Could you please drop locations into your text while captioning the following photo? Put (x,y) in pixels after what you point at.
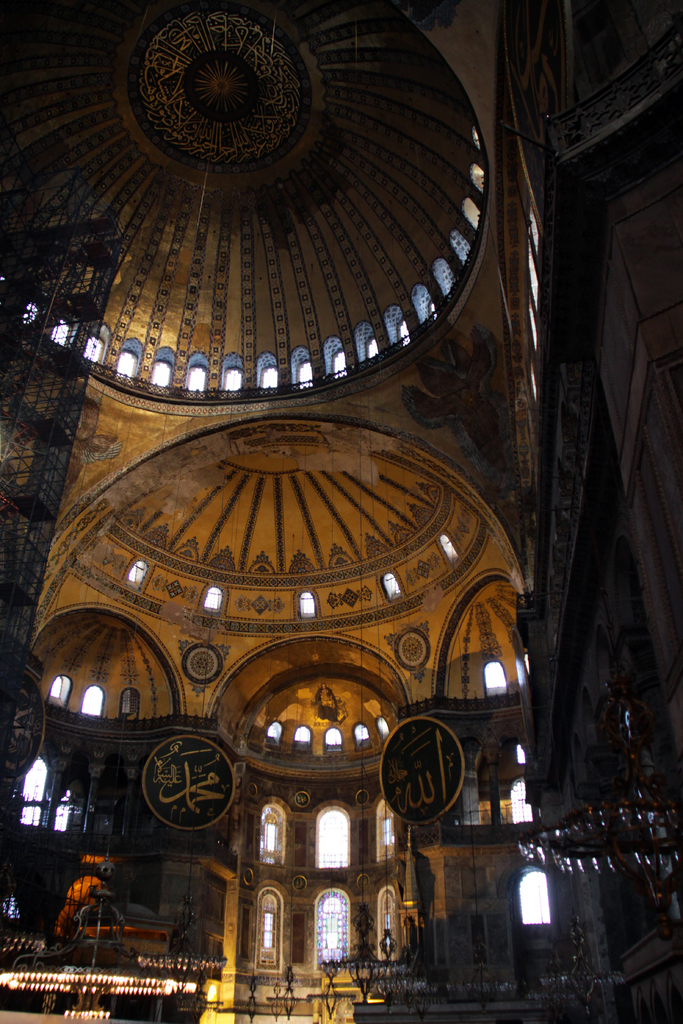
In this image I can see the interior of the building (334,462) in which I can see a chandelier (66,974) with few lights (57,983) to it, the ceiling (239,530), few windows (189,362) to the ceiling (292,585), few boards (218,761) and few other objects (410,900).
